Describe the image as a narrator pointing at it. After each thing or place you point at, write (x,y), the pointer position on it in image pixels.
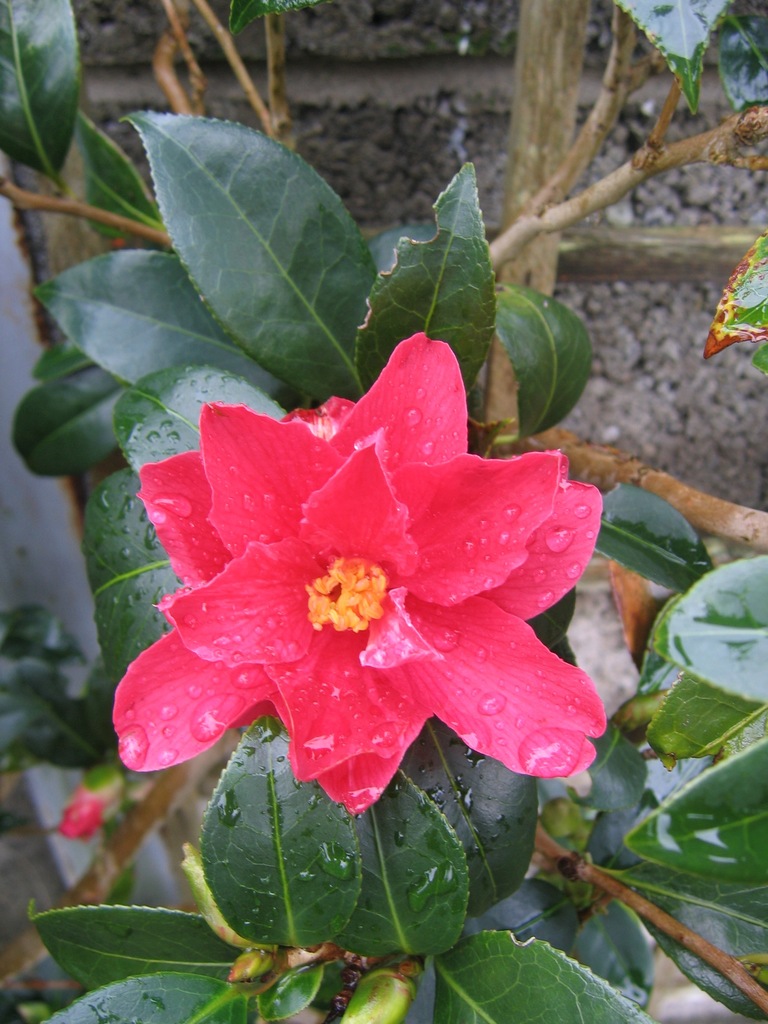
In this image we can see a flower (380,532) to the plant (498,840). In the background (421,169) there is wall (713,368).
